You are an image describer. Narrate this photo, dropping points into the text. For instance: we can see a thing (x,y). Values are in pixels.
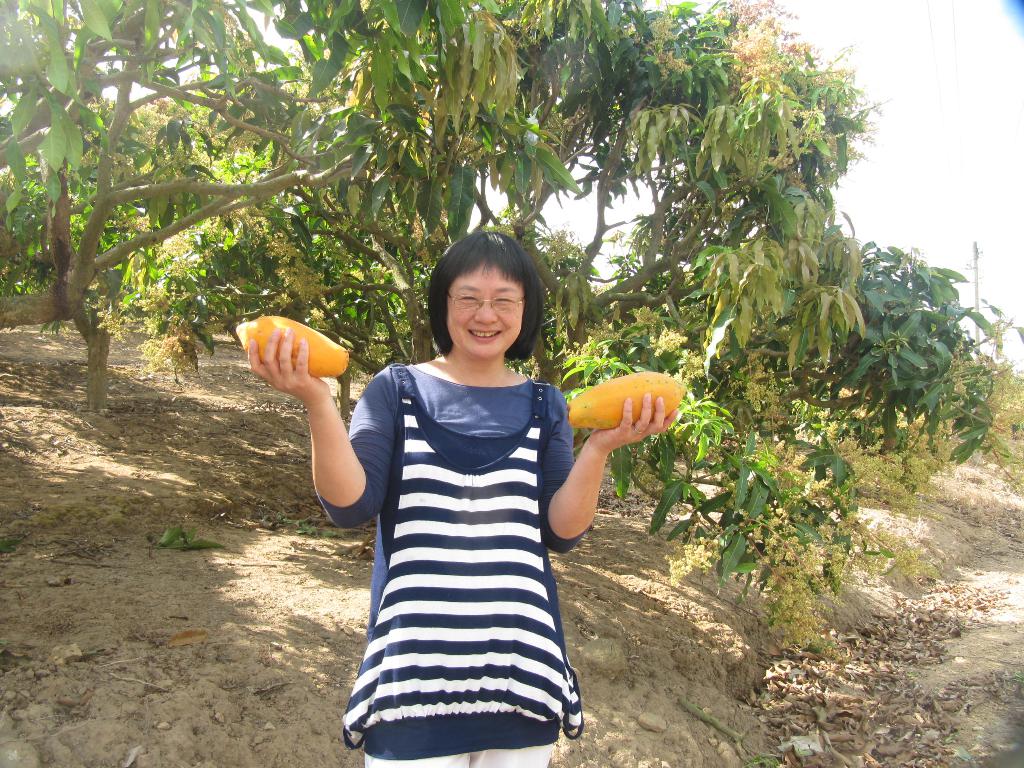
In this picture I can see a person (417,474) standing and smiling by holding two fruits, and in the background (654,197) there are trees (512,210) and the sky (1013,317).
